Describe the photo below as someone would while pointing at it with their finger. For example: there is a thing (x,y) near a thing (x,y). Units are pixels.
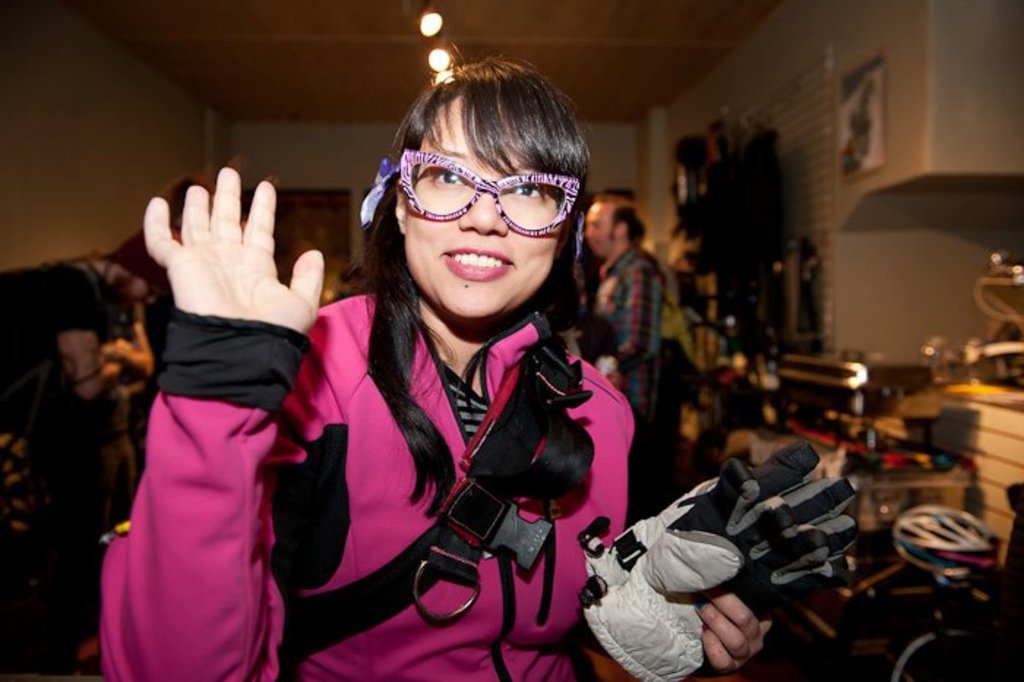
In this image there is a woman (419,363) in the middle (434,375) who is wearing the spectacles (449,208) is raising her hand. She is holding the gloves (671,593) with her left hand (711,639). In the background (641,311) there are few other people (633,316). At the top (434,51) there is the light (426,19). On the right side (824,369) we can see there is a vessel (852,388). At the bottom (908,524) there is a helmet (917,536).
